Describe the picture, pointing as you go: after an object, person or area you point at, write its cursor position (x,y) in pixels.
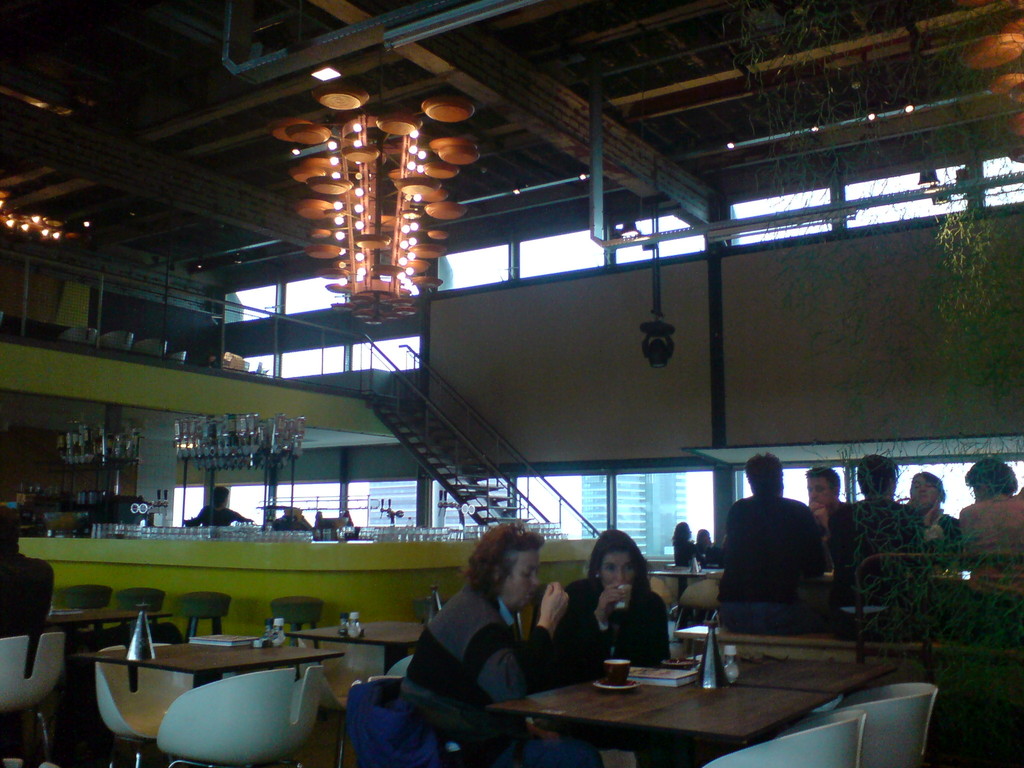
On top (445,150) there are lights (420,231). Few persons (599,554) are sitting on chairs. Far this person (227,510) is standing. On this table (297,536) there are glasses (413,536). We can able to see chairs (350,670) and tables (593,716). These are steps (464,479).
